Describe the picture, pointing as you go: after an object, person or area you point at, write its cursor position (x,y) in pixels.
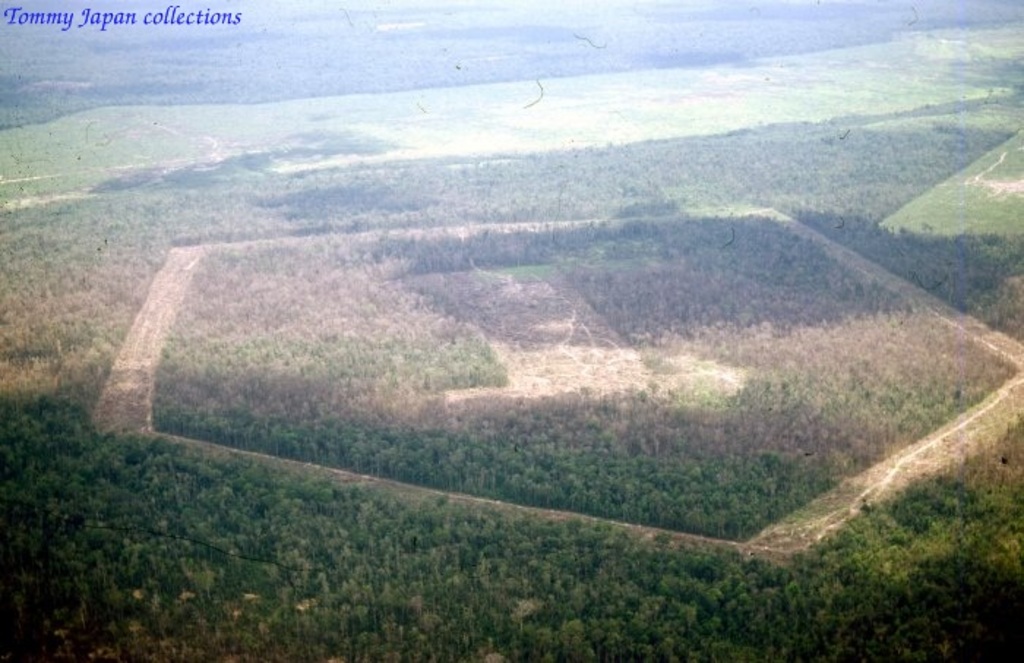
This image is taken from the top view and here we can see trees (406,390).
